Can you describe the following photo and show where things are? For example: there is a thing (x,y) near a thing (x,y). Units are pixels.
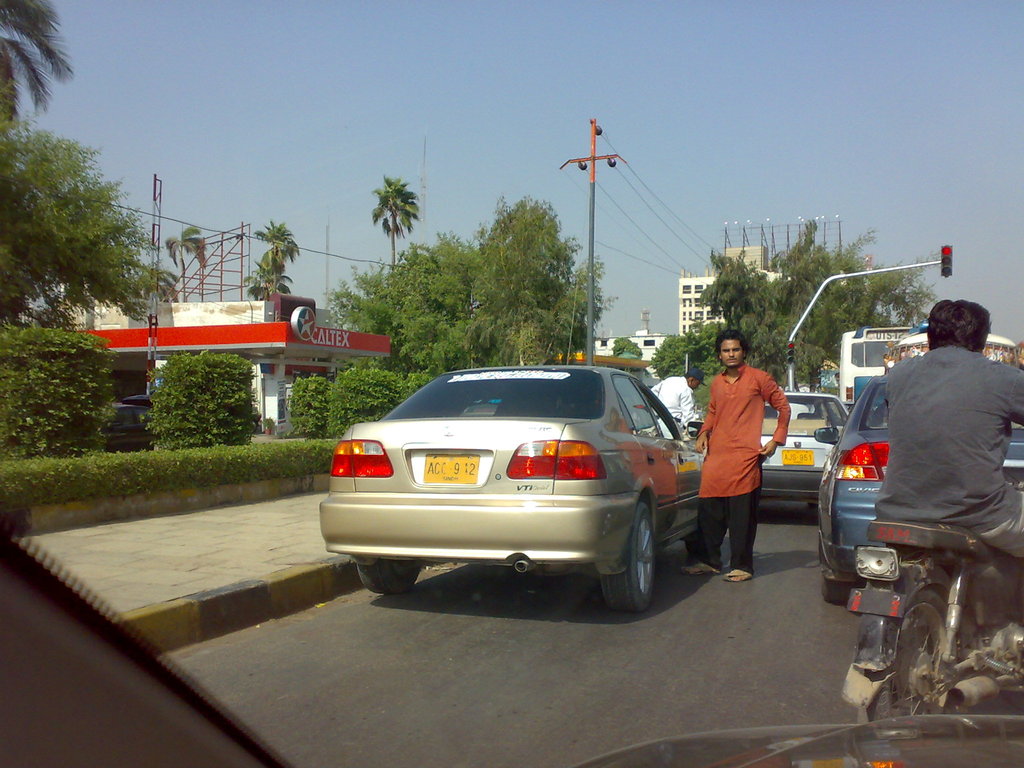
In the background (810,154) we can see the sky (241,52), hoarding stands (735,249), trees (855,258), building (642,331), transmission pole (602,130) and wires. On the left side of the picture (161,442) we can see the store (384,343), plants (367,397), it seems like a black car (124,417) and the footpath (223,514). In this picture we can see the people (679,376) and the vehicles (933,523). On the right side of the picture (941,581) we can see a man (969,393) riding a bike (896,571). We can see the traffic signals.
